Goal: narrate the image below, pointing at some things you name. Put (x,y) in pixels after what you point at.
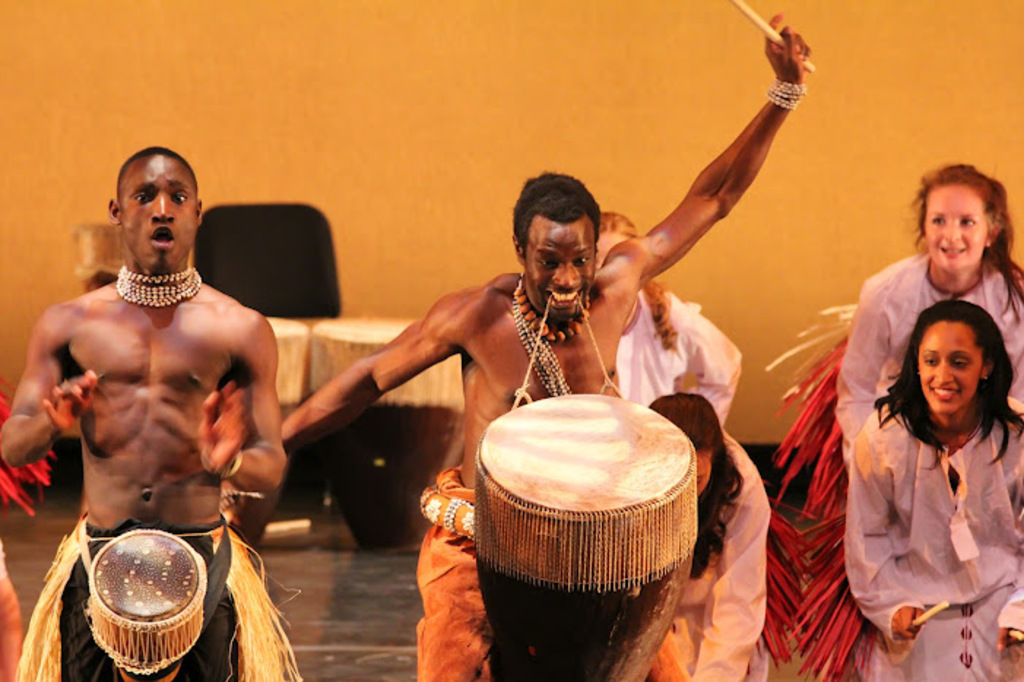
Here we can see a group of men and women (126,370) playing drums (484,503) and behind them we can see drums (332,361) and a chair (276,263).
